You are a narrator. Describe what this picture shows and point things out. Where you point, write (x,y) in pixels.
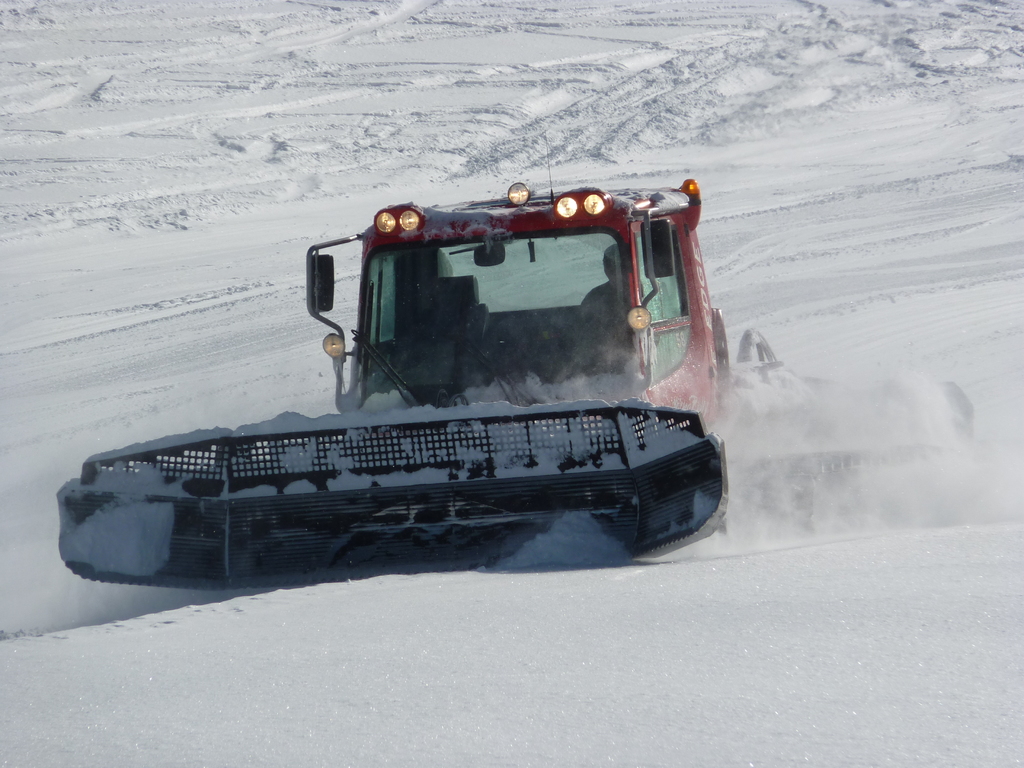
In this image we can see a person (587,328) sitting inside a vehicle (665,372) placed on the snow (872,491).
